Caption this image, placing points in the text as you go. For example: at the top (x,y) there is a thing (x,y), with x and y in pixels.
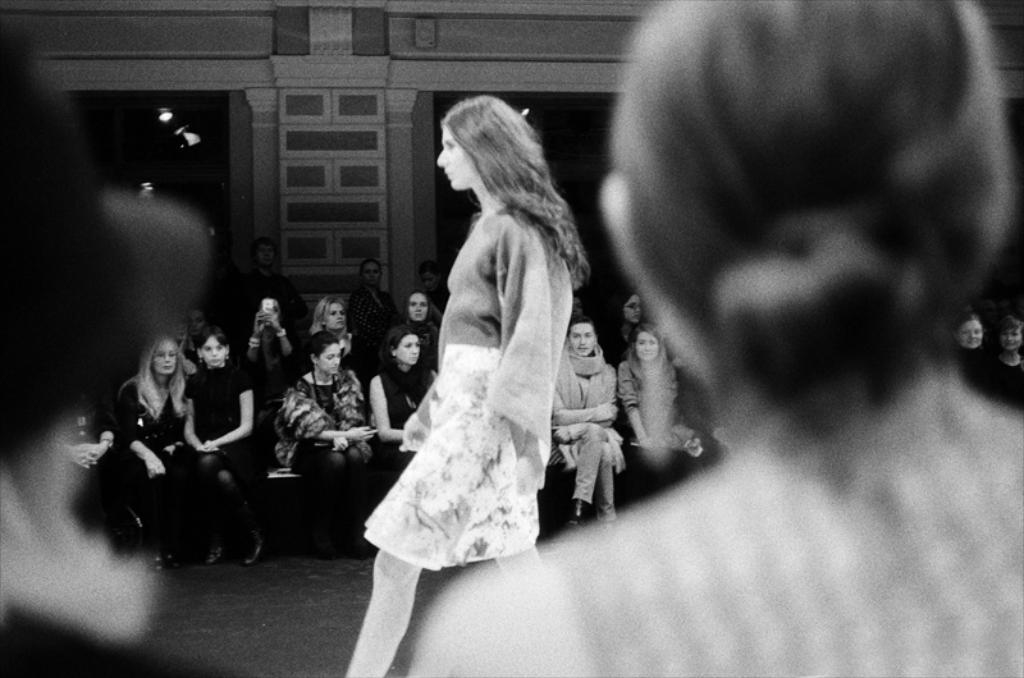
In this image I can see a woman (472,328) is walking. Back Side I can see few people (325,399) are sitting. One person (275,322) is holding camera (268,308). I can see building (594,203) and lights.
